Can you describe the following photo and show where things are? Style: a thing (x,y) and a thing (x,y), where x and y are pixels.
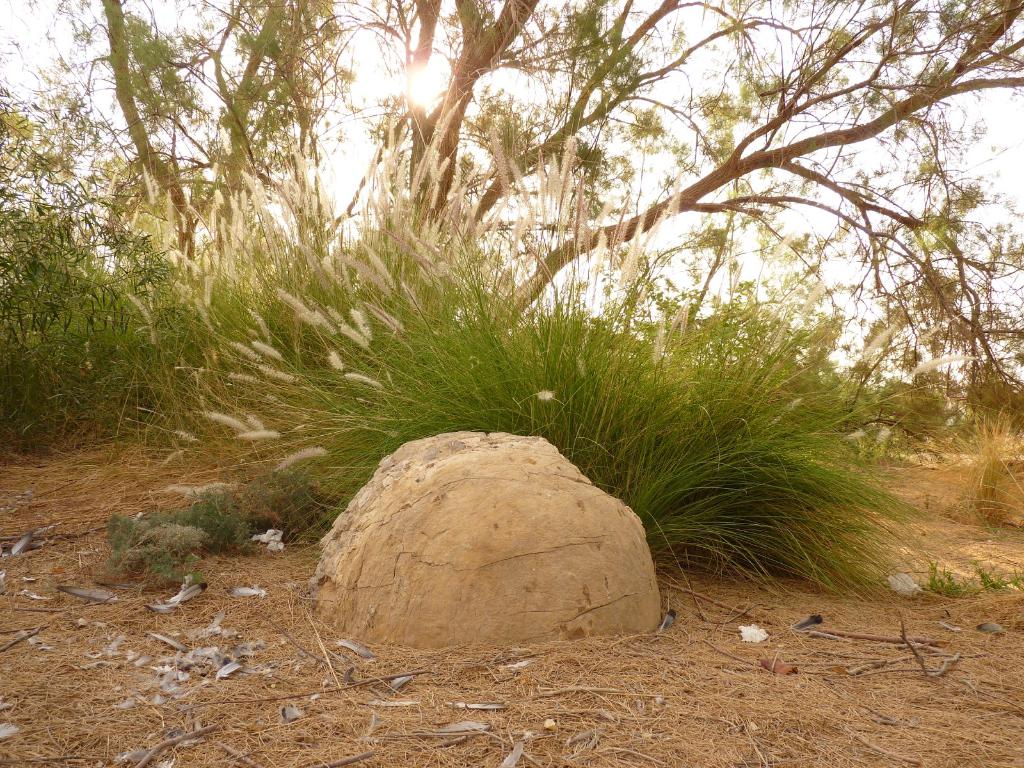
In the center of the image (433,479) there is a rock (468,607). At the bottom of the image (631,717) there is a dried grass (483,699). There are feathers (217,656) and wooden sticks (932,649). In the background of the image (241,400) there are plants (226,397), trees (809,202) and sky (722,216).
